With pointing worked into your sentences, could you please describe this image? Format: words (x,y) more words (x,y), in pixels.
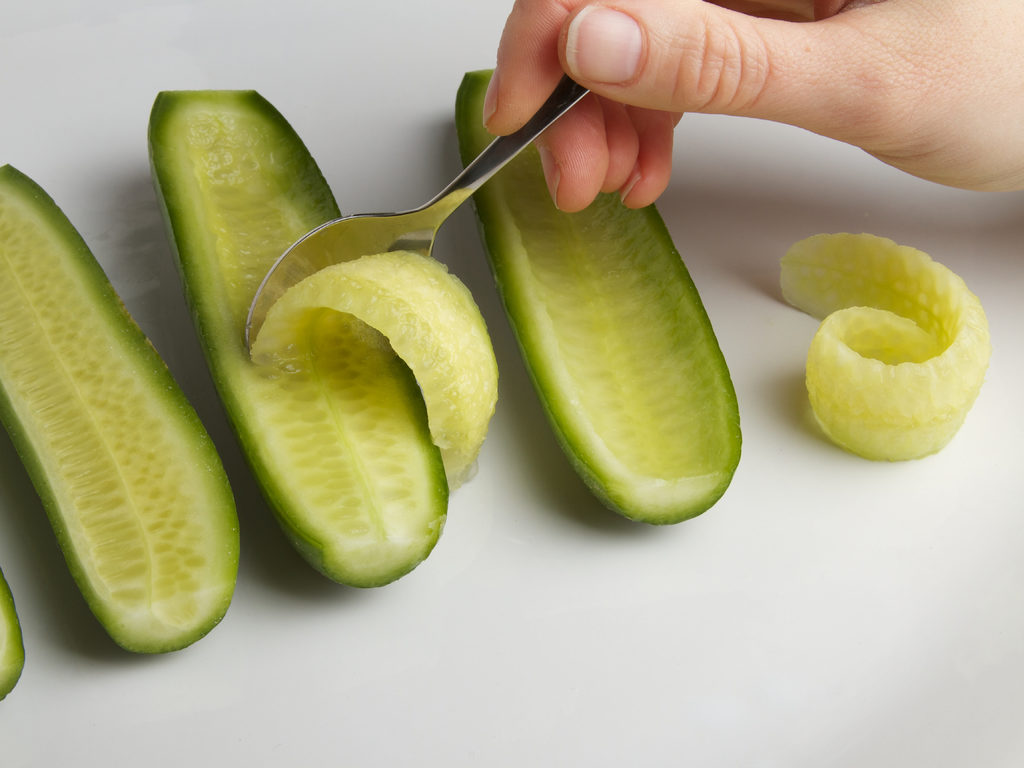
In this image I can see few pieces (388,466) of vegetable (287,404) which is in green and white color. I can see a person hand (618,58) and spoon (467,193). The floor (551,581) is in white color.
